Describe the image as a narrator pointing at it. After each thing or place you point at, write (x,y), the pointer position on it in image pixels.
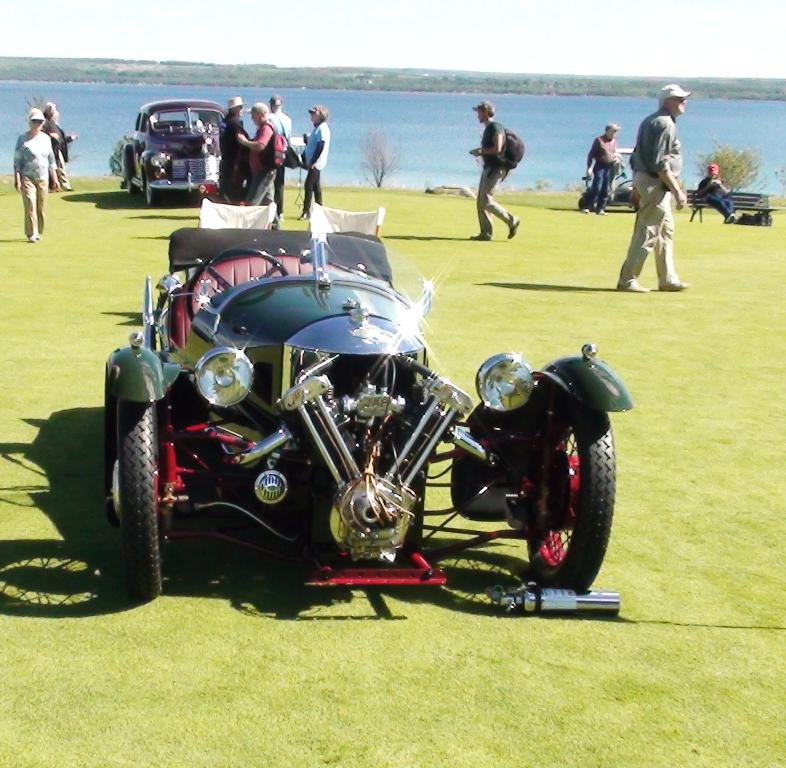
In this picture there are vehicles (537,569) on the grass (500,638) and there are group of people (500,197) walking. On the right side of the image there is a person (716,198) sitting on the bench (746,191). At the back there are trees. At the top (480,26) there is sky (448,30). At the back (437,134) there is water (439,144) and there is grass (661,569).
